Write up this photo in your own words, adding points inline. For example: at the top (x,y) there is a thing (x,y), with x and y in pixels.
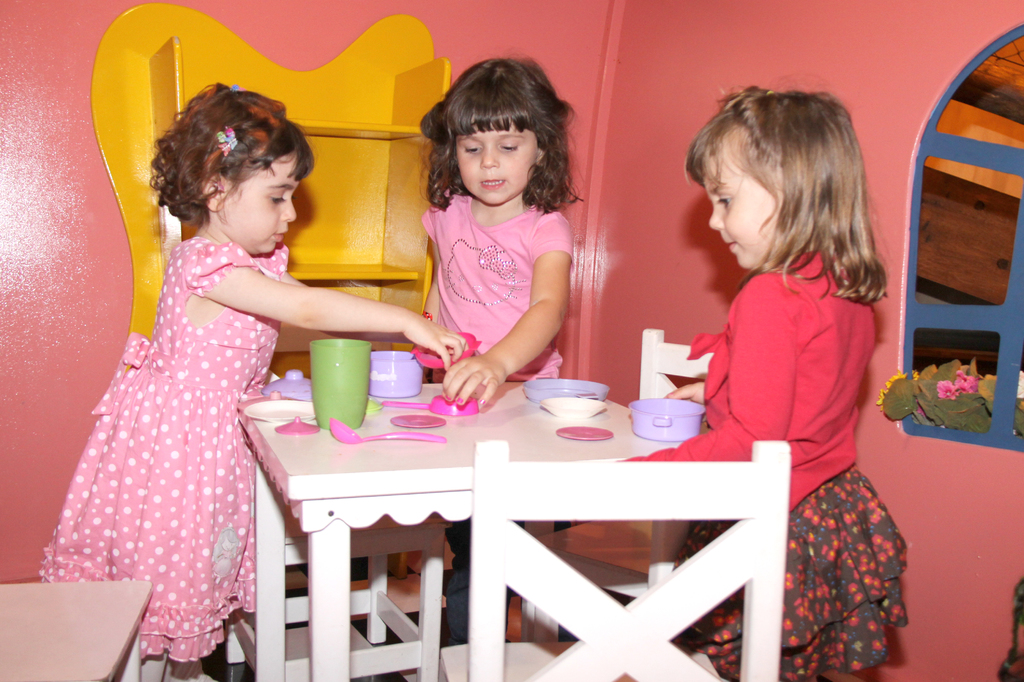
In this picture there are girls (503,272) who are standing. There is a cup (366,388), bowl (389,376) and few other objects (571,412) on the table (390,459). There is a yellow shelf (328,272), white table (335,464), chair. Wall (825,43) is pink in color.
